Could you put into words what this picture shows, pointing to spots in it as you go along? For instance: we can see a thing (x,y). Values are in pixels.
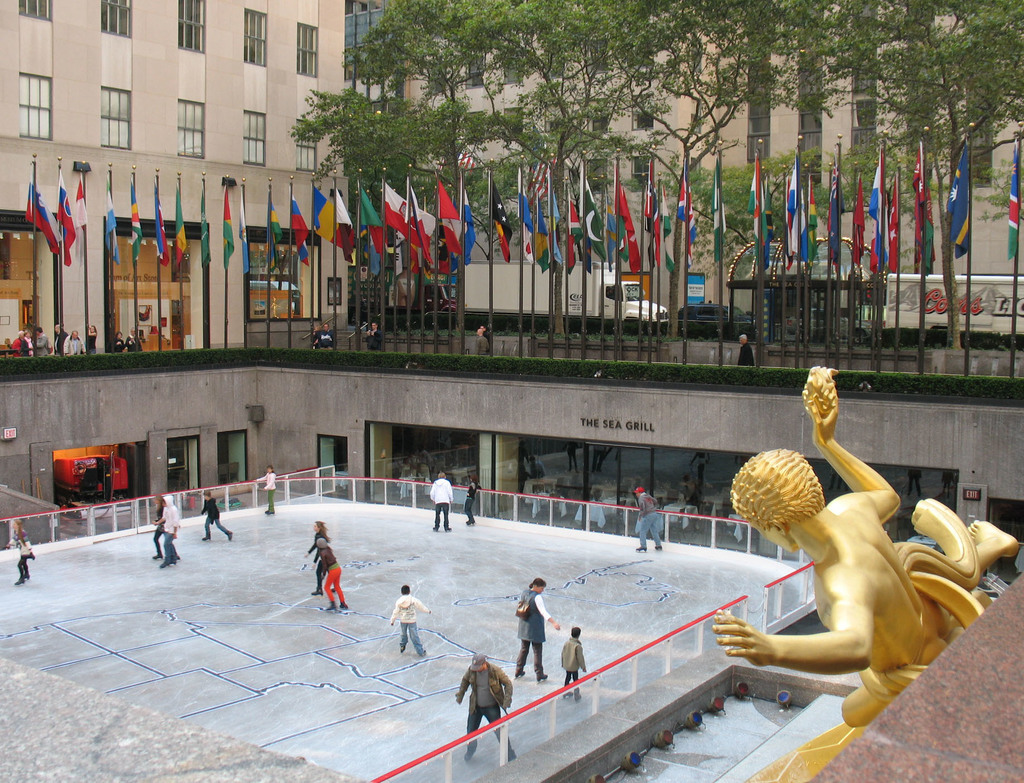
In this image I can see some people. On the right side (931,562), I can see a statue (833,631). At the top (416,246) I can see the flags (802,231), trees (559,299). I can also see the vehicles (536,305) and the buildings (226,91).
